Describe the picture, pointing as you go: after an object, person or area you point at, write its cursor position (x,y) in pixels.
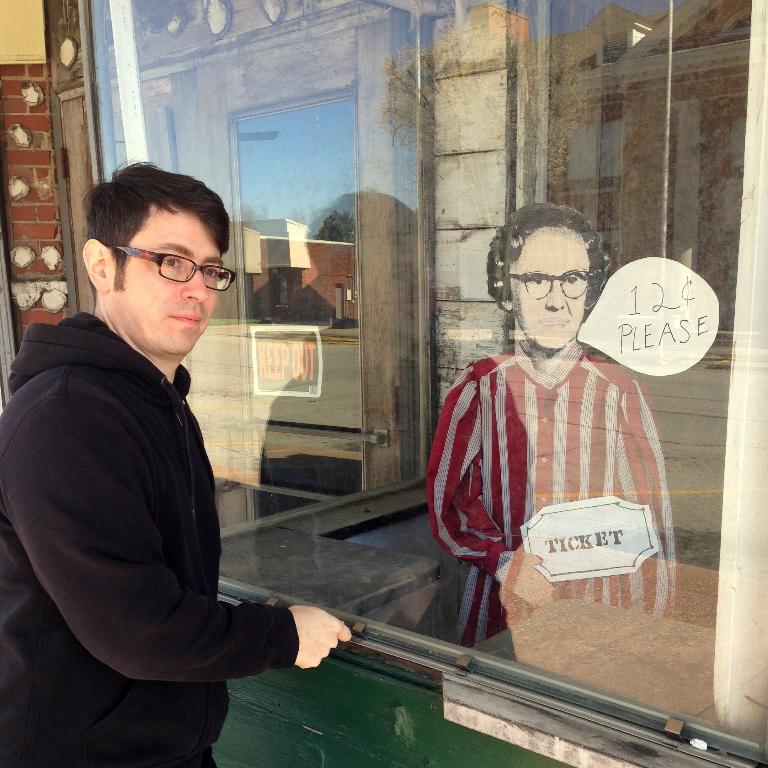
In this image there is a person (93,420), he is standing in front of a glass (680,610) beside the glass (688,703) there is a doll (445,532).
